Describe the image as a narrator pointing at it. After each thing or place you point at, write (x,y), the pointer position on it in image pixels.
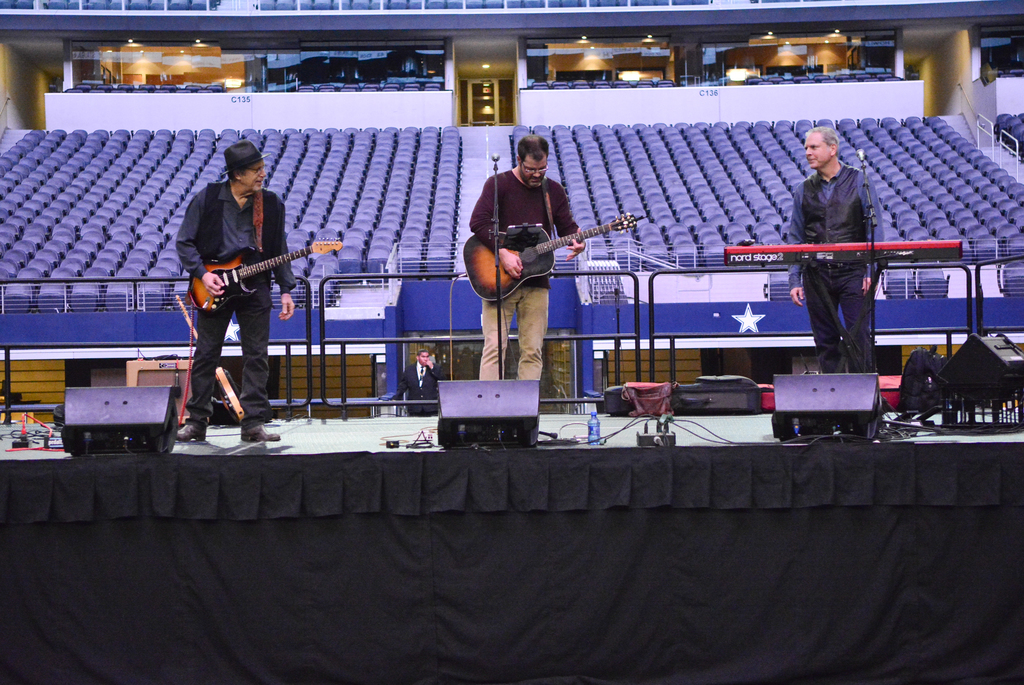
In this picture we can see three men (844,312) on stage (654,469) where two are holding guitars (203,293) in their hands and playing it and one is standing in front of piano (813,252) and in front of them we have mics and in background (430,254) we can see some person (417,376) standing, chairs (365,164), way (485,145), light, glass (830,71), fence (969,300), bottle (597,432).
